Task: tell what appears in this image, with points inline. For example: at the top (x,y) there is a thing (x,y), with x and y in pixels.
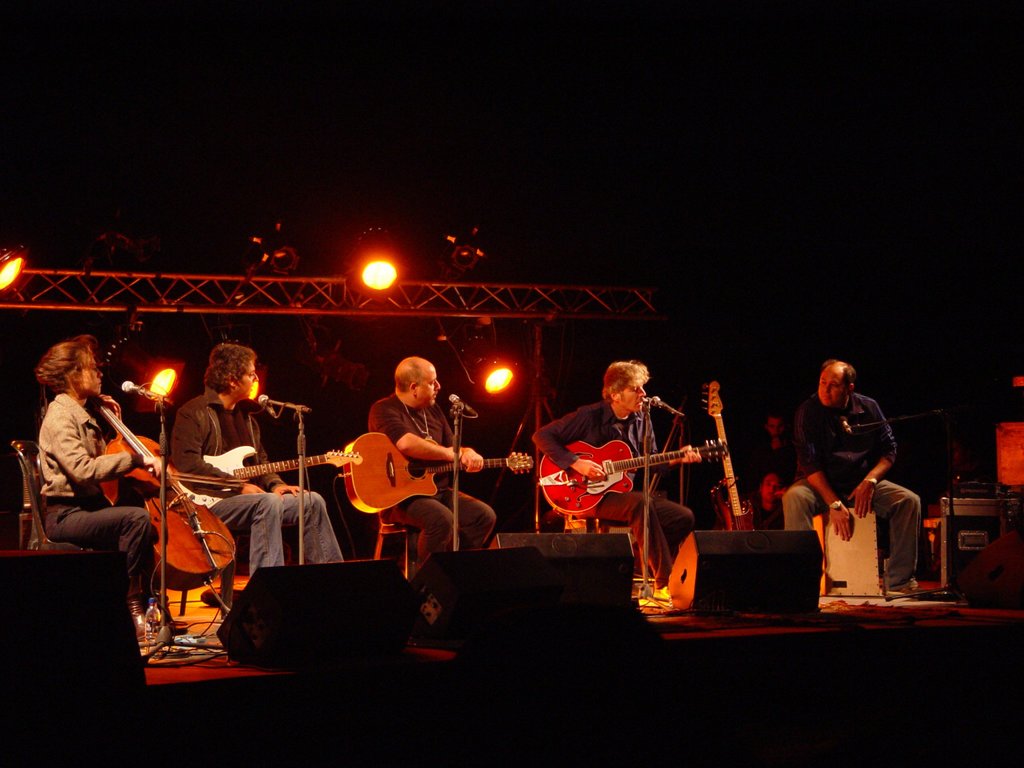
In this image, there are group of people (882,449) sitting on the chair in front of the mike (160,399) and playing a guitar (561,472). At the bottom (732,533), there are speakers (551,560) kept on the stage (680,632). And at the bottom left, there is a bottle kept on the floor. On the top (477,236), there are lights (451,237) visible. The background (668,257) is dark in color. This image is taken on the stage (312,680) during night time.
